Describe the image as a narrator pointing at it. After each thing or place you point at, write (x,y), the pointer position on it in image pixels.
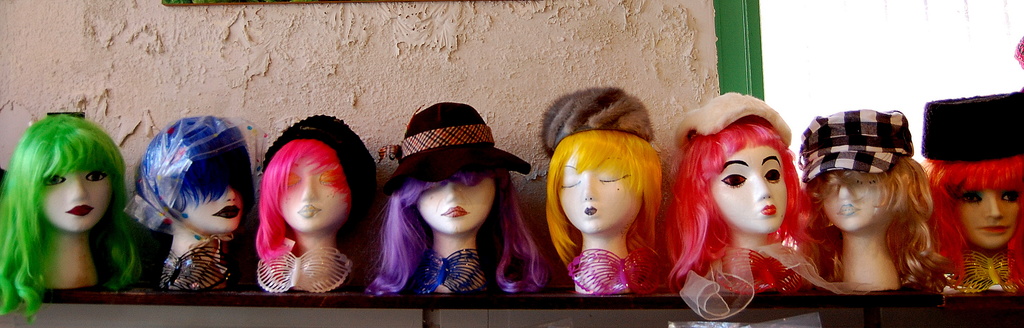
In the image there are mannequin faces (58,178) with wigs (58,146) and caps (904,152) over it on a shelf (85,293) in front of a wall (350,55).
